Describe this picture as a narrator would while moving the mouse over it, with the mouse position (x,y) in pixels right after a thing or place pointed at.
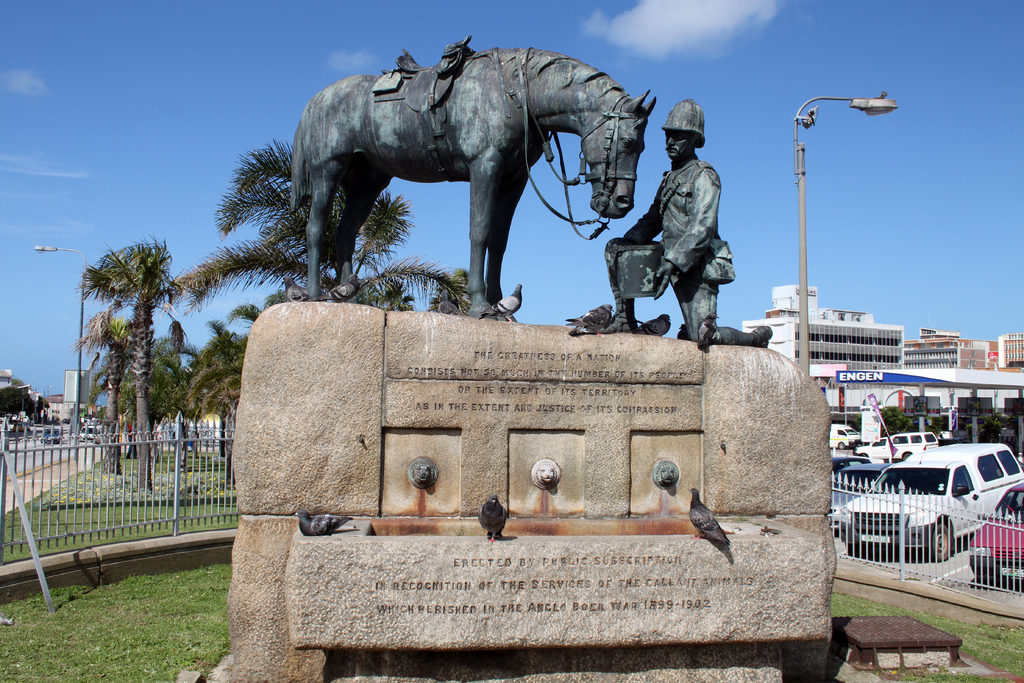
In this picture we can see the horse and man statue (444,152) standing on the brown color stone (564,641). In the front (500,611) we can see the three pigeons (498,511) are sitting on the stone (358,409). Behind we can see the fencing grill (132,499) and some coconut trees (165,309). On the right corner (953,506) there are some cars (933,487), parked in the ground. In the background (927,374) there is a street pole (803,117) and buildings (824,346). On the top (926,72) there is a sky (923,87).
